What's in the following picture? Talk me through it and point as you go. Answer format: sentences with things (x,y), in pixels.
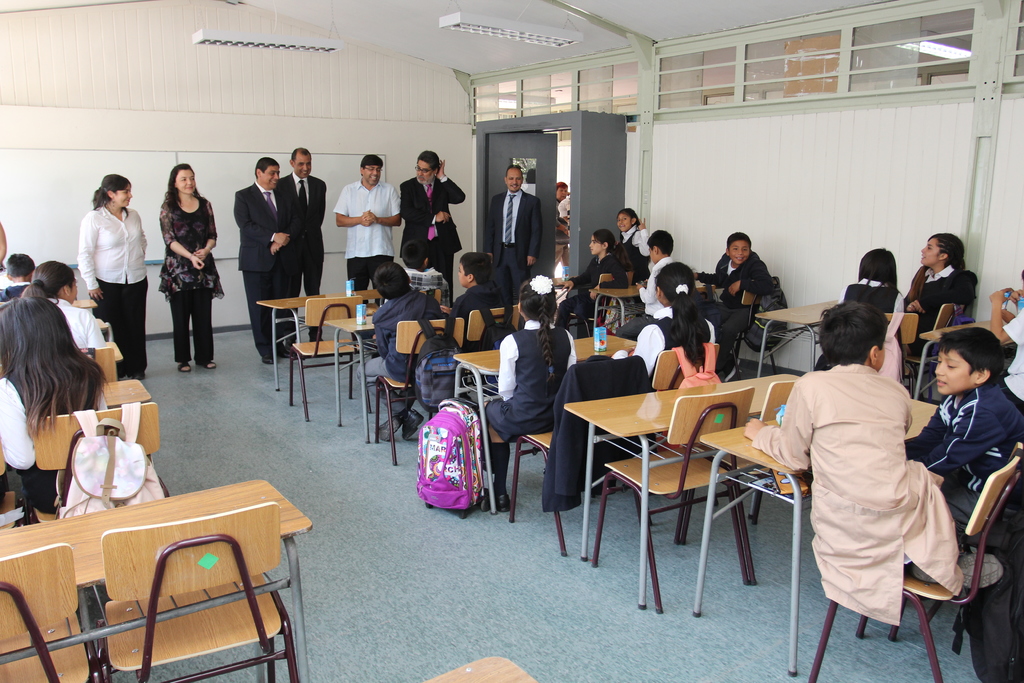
In this image I can see number of people (480,306) where few are standing and rest all are sitting on chairs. I can see few of them are wearing formal dress (524,231) and rest all are wearing school uniforms (732,307). I can also see few bags (464,430) and few bottles (604,335).
